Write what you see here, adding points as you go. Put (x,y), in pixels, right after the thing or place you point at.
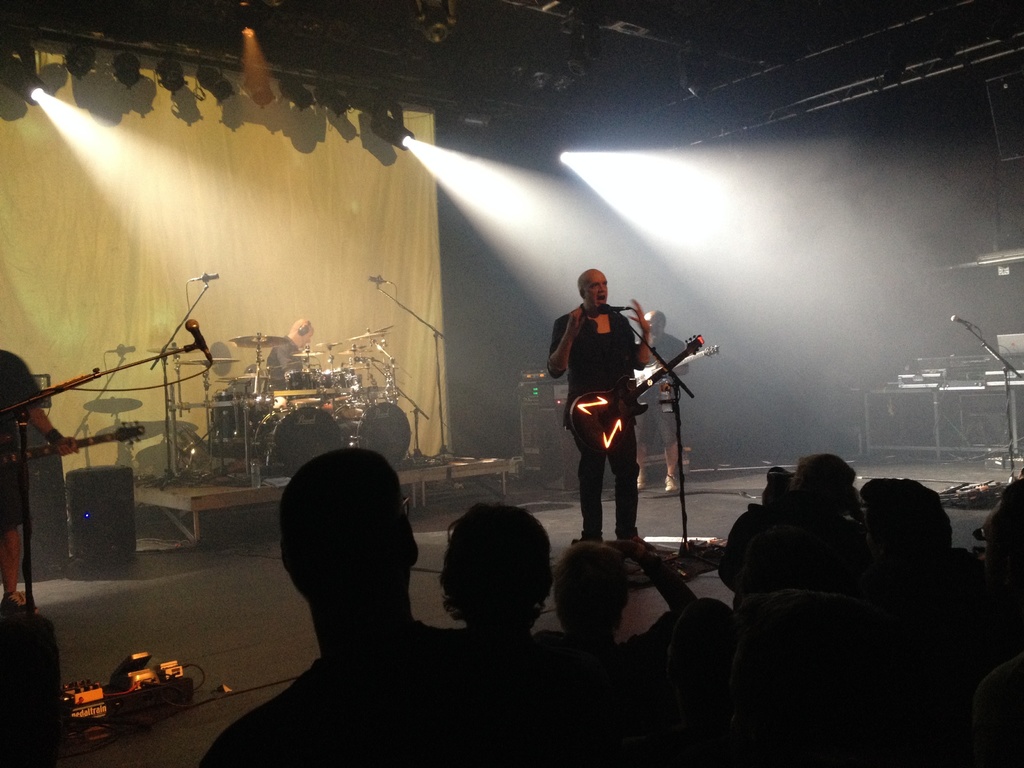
In this picture we can see a man (614,467) wearing a guitar (579,430) and gesturing behind him there are some musical instruments (301,359) and some people (827,524) in front of him.
